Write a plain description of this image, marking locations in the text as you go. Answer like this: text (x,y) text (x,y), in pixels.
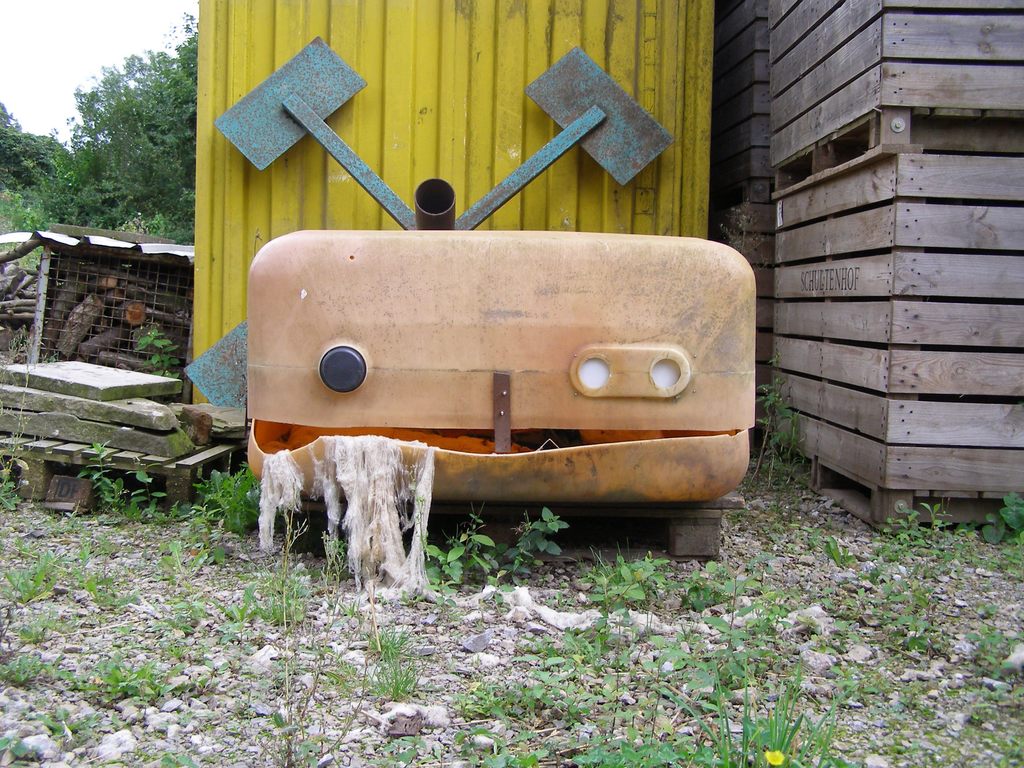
In this image there are some wooden crates (1014,73) and box (547,465) in front of the block (376,7) also there are some wooden things (74,432) beside that.
